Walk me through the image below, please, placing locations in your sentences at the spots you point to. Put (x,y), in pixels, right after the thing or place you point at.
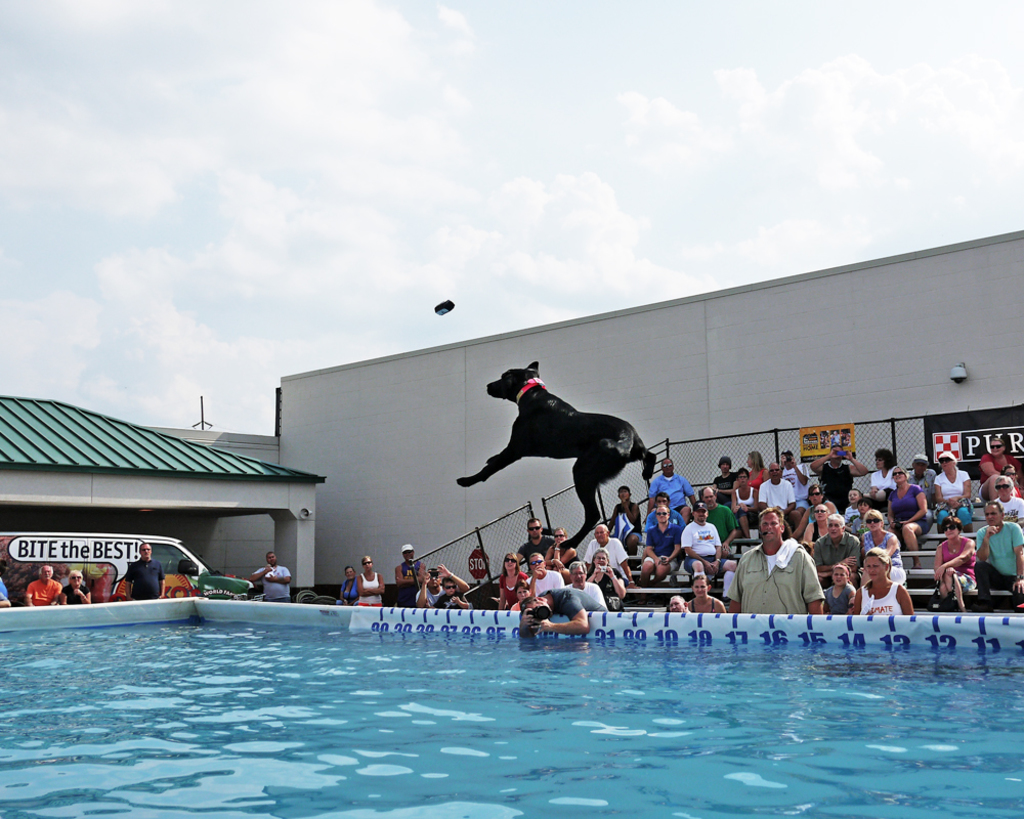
In this picture there are people (807,508) and we can see swimming pool (95,661), shed (171,447) and wall (336,457). There is a dog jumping and we can see pole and railings (563,520). In the background of the image (502,184) we can see the sky (566,217) with clouds (465,254).
